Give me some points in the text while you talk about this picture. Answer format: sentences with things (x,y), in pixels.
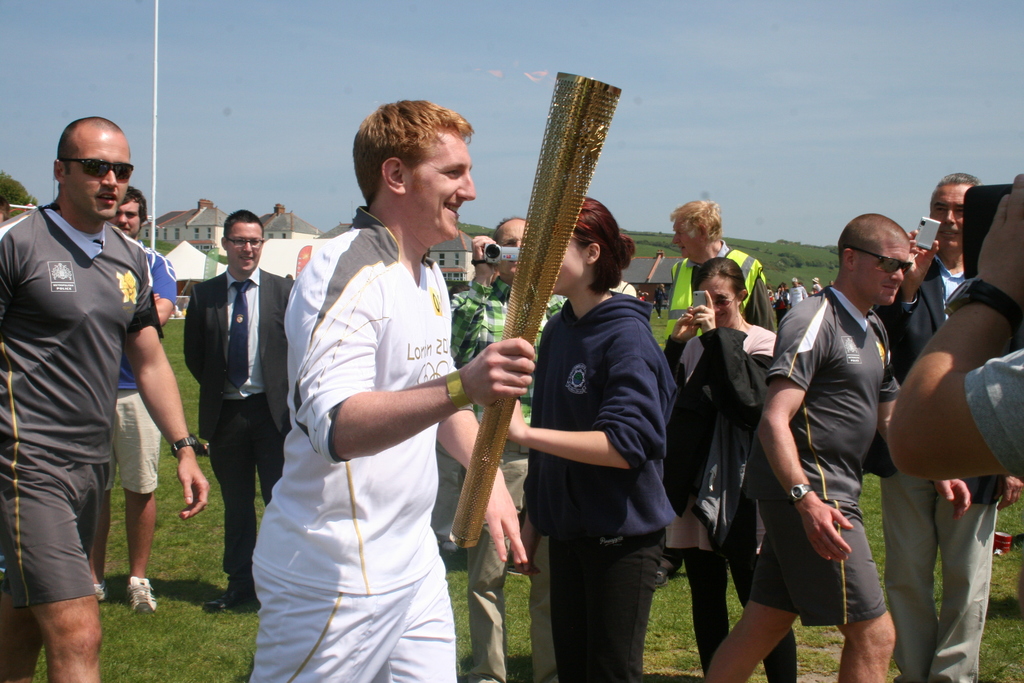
In this image we can see some group of persons (354,495) standing and there is a person (331,435) wearing white color T-shirt (360,377) holding some rod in his hands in which there is fire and in the background of the image (225,11) there are some houses (633,269), grass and clear sky (499,109).
